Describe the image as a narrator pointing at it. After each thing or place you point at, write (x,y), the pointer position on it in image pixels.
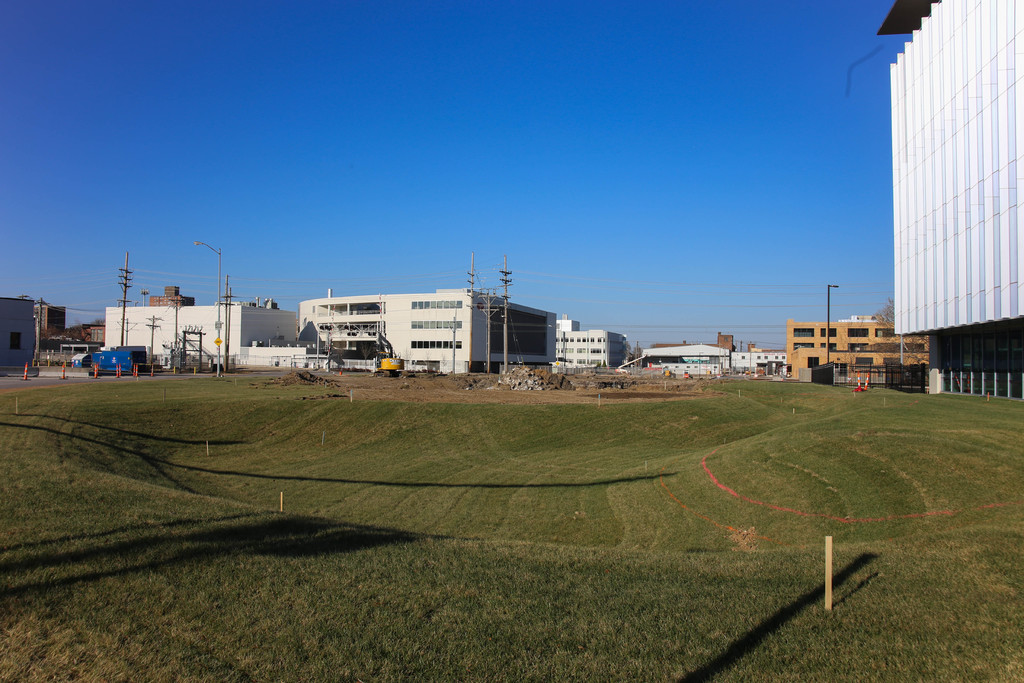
In this image we can see a few buildings (211,348), there are some poles (219,318), lights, wires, traffic cones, and grass (517,499) on the ground (421,465), in the background (337,206), we can see the sky (550,152).
